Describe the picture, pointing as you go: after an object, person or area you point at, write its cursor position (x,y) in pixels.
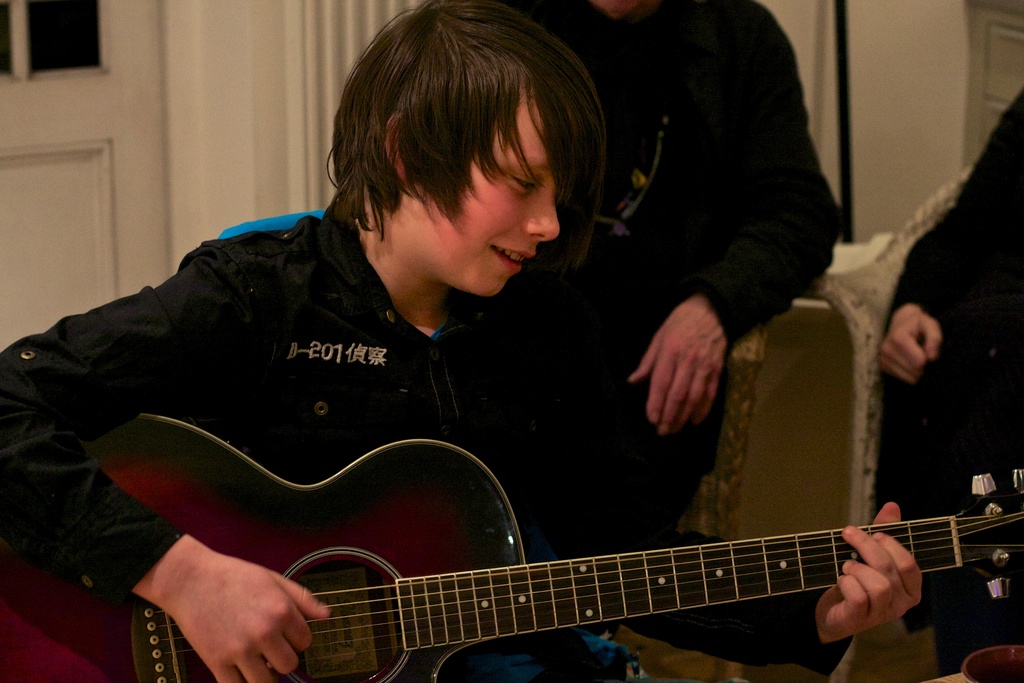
Boy (328,339) in black shirt (265,357) is holding guitar (408,529) in his hands (293,599) and playing it. Beside him, we see two people (814,264) sitting on chair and beside them, we see a white wall (869,138) and behind the boy (378,324), we see a white door (43,180).
